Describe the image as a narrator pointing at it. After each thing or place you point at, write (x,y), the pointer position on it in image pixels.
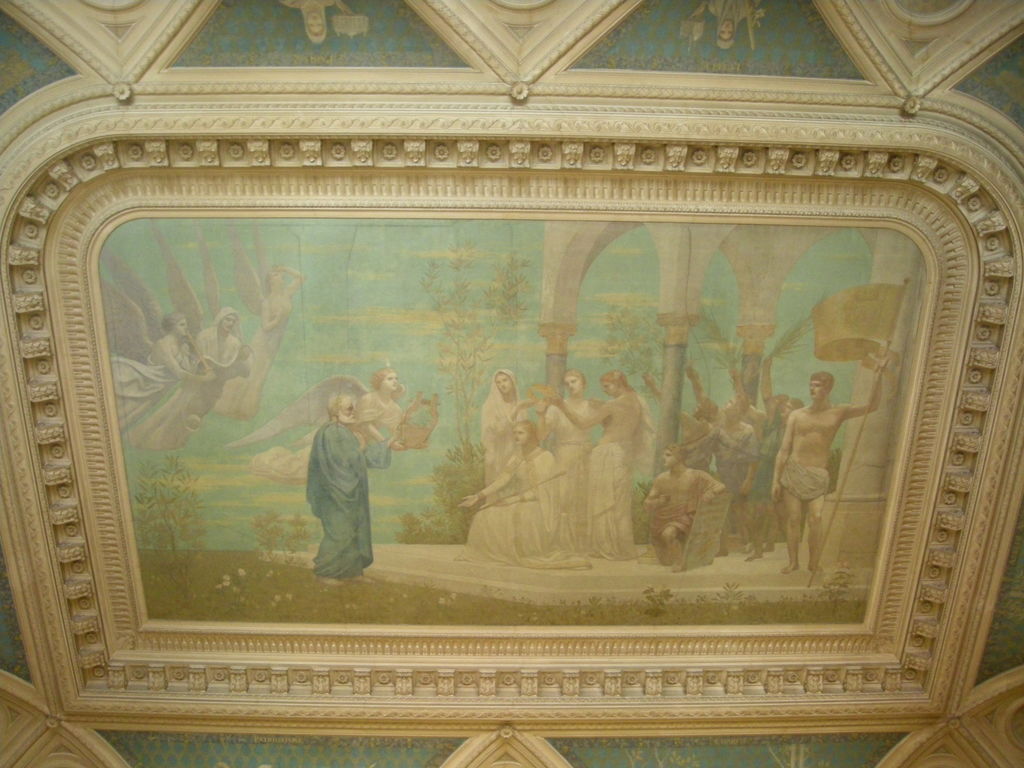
In this image on the ceiling (110,100) there is a painting (625,448). In the painting (507,470) there are many people (497,483), trees (450,367) There are many designs (121,173) on the ceiling (372,729).
